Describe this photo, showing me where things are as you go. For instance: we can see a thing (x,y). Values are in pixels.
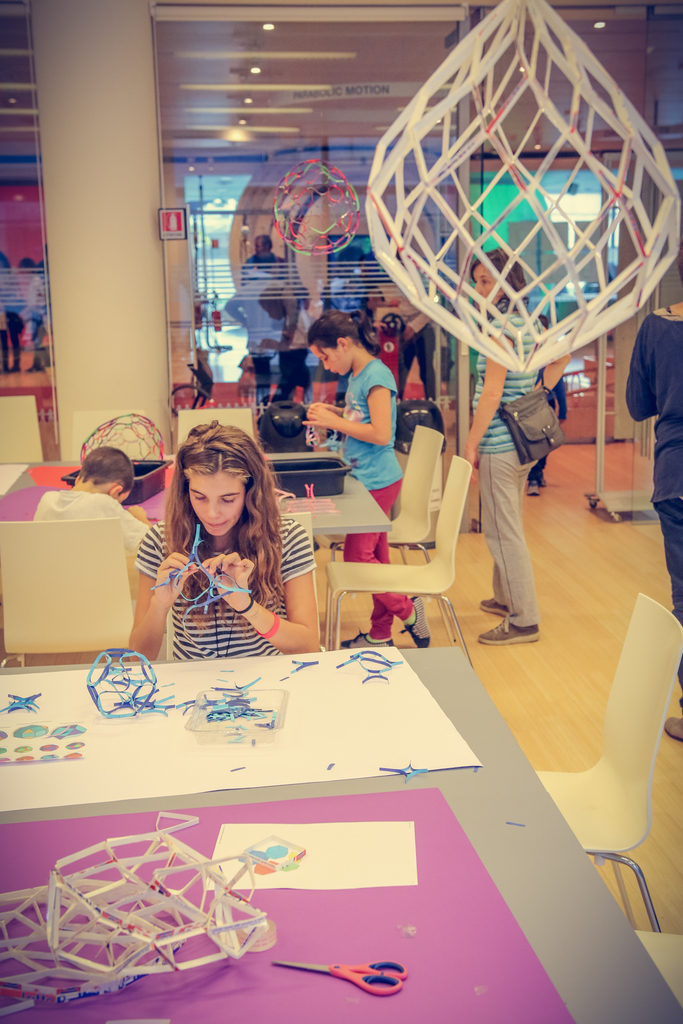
This picture describe about the inside view of art gallery room (637,853), in which front table (410,808) is covered with paper art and straws (416,771), a girl (261,570) sitting on the table (230,685) is preparing something, Behind a small boy (94,506) wearing white t-shirt (107,514) is sitting on the table (364,524). Opposite to him a girl (354,451) wearing blue t-shirt (360,480) and making decor items (311,440). Extreme Behind we can see a glass door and on the top (492,24) we can see a paper lantern (547,340) hanging.
